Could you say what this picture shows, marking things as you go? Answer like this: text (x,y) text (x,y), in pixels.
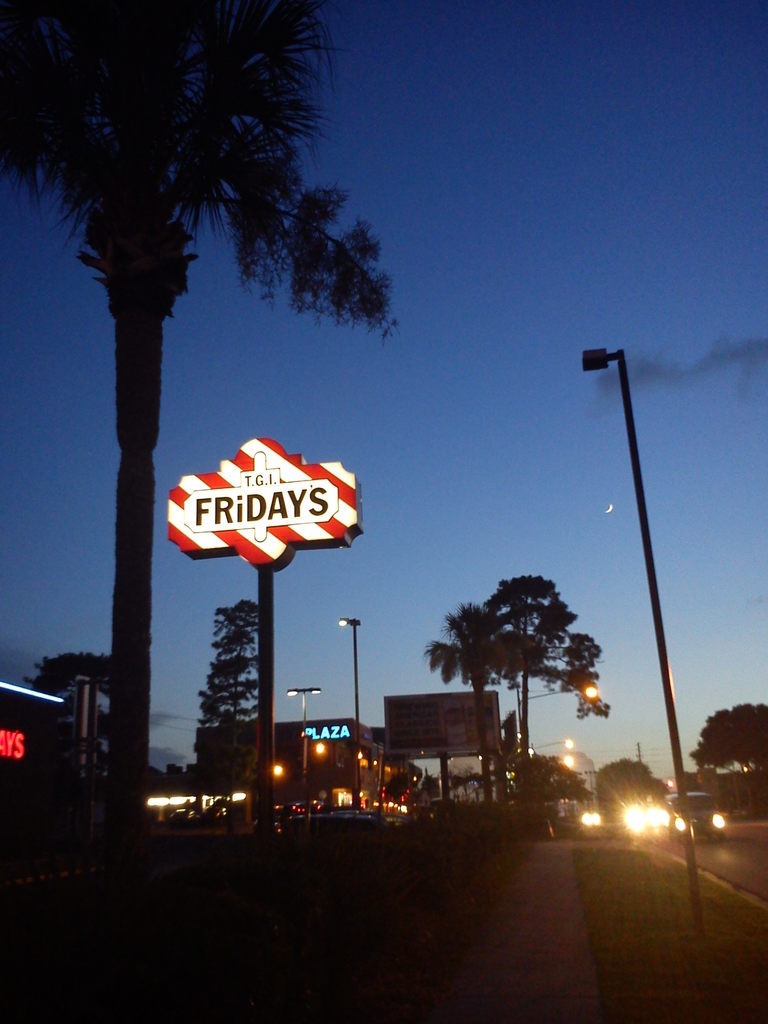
In this image there is a name board (332,479), lights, signal lights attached to the poles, and at the background (600,677) there are buildings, vehicles (673,802) on the road (661,844), sky (520,315).
